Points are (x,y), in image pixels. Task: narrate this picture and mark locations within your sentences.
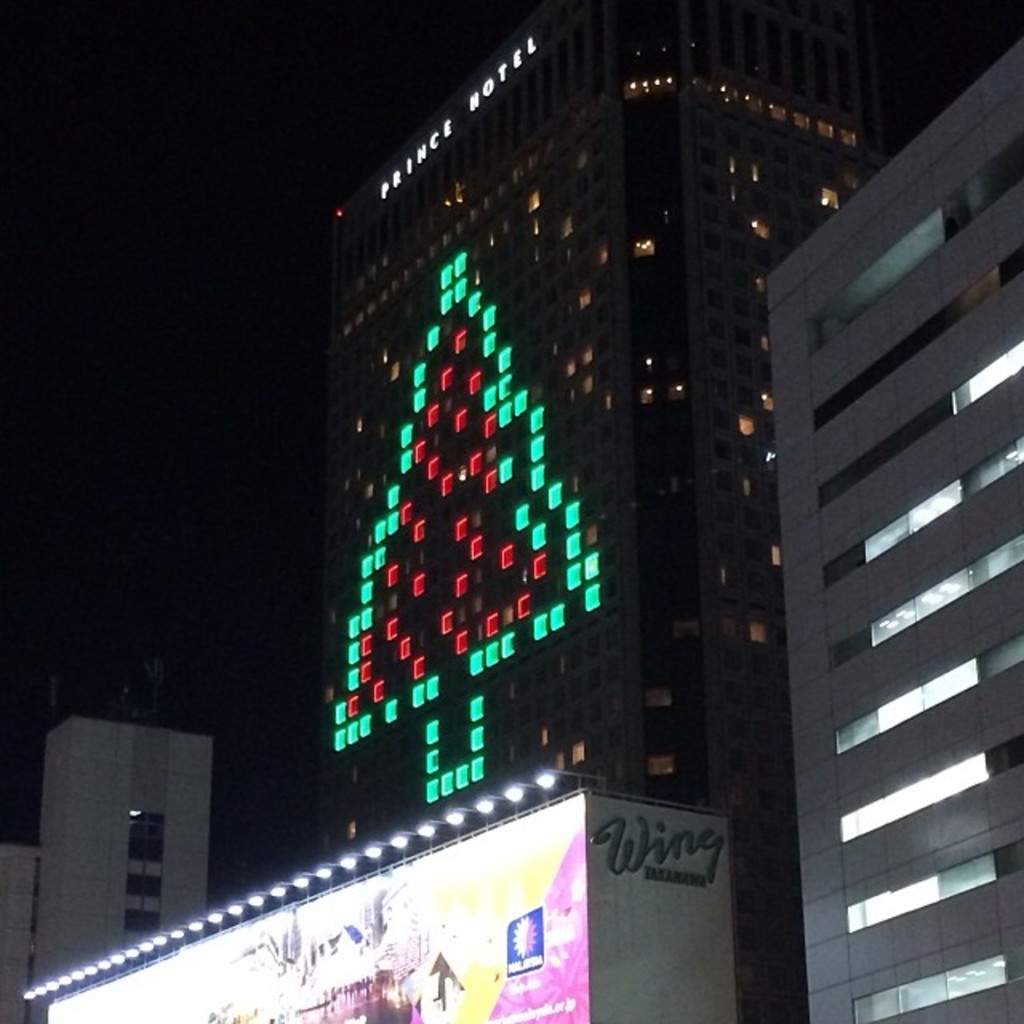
This picture shows few buildings (79,880) and we see lights (361,566).
